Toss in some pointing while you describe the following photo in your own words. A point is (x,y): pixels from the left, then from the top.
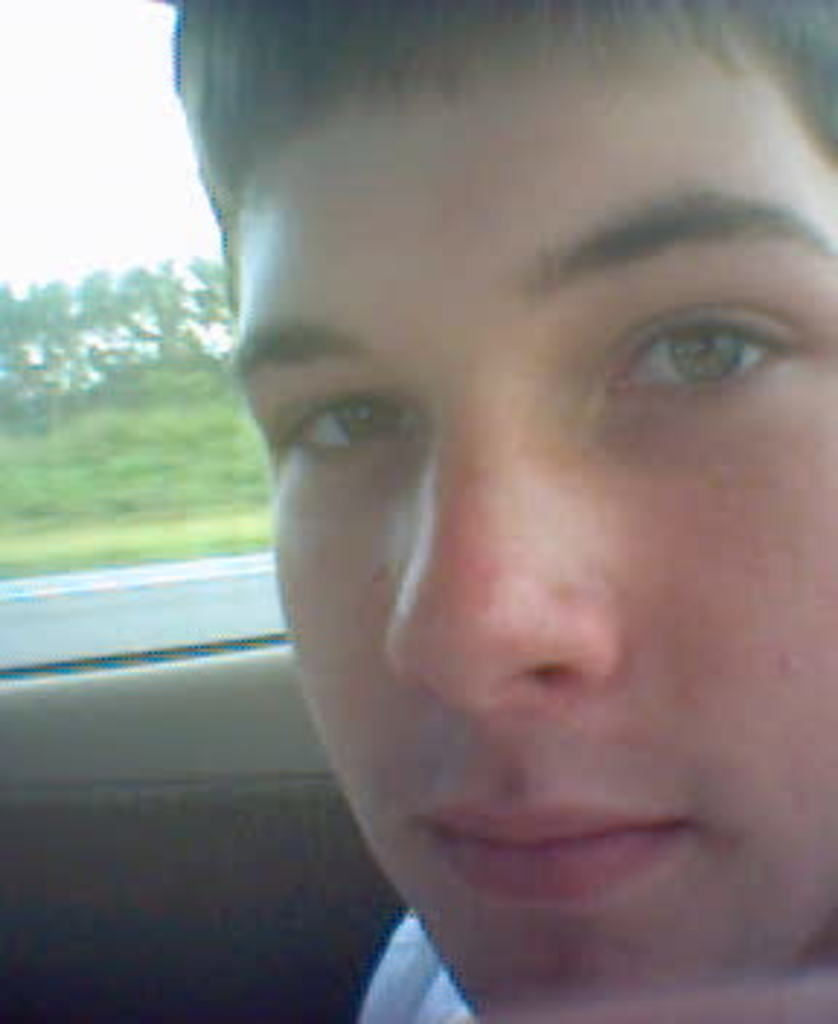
This is the man (453,948). I think he is inside the vehicle (156,792). This looks like a window (110,624). I can see the trees (131,369) and grass (145,514) through the window (139,559).
